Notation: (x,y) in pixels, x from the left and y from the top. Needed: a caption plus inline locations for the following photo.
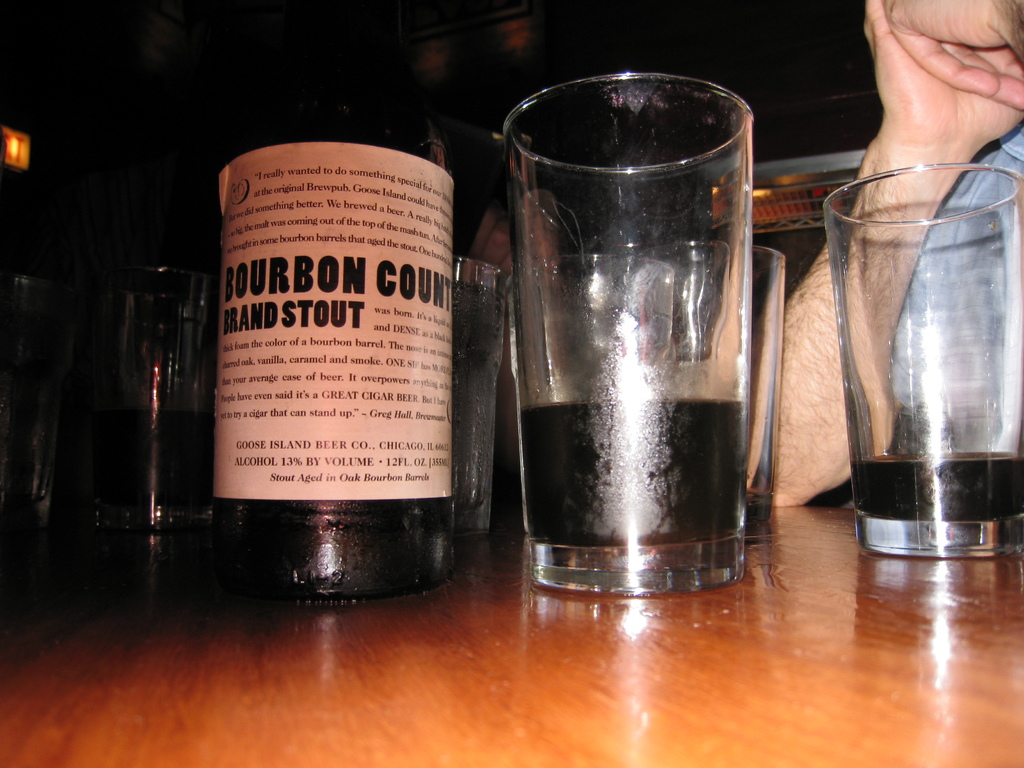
In this picture I can see the glasses (477,461). I can see the alcohol bottle (413,455) on the table (446,661). I can see the hand (834,371) of a person (995,20).
